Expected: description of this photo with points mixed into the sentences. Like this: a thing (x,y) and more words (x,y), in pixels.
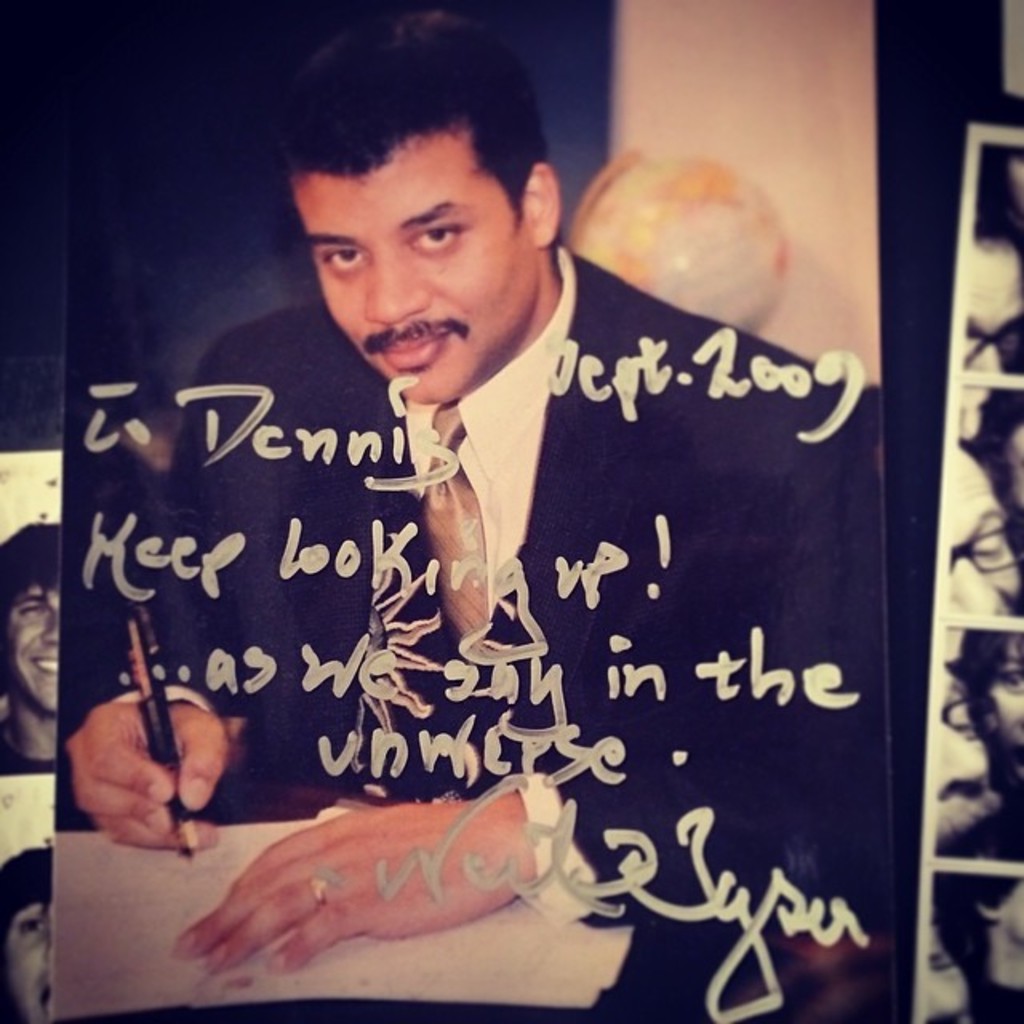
In this image, I can see some text (369,433) written on a photo (419,760) of a person (498,808). On the left (26,664) and right side of the image (956,518), there are few other photos (987,649).
